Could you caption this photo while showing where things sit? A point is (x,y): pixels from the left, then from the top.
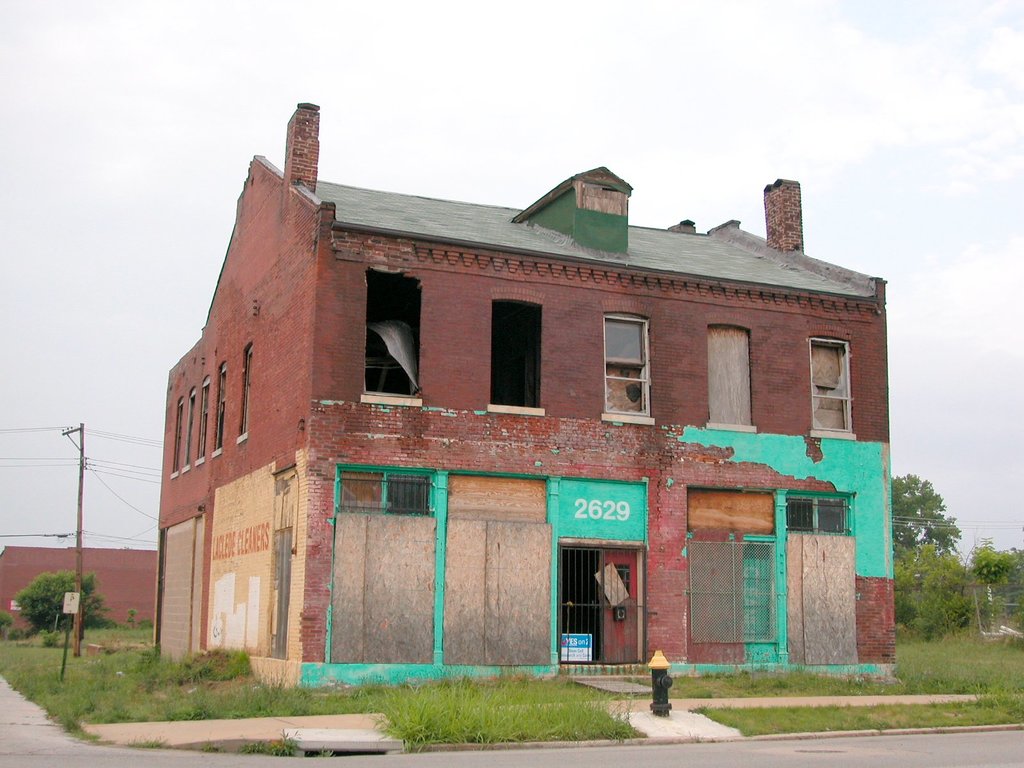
In the center of the image (676,336) there is a building (551,584). In front of the image there is a road (792,747). At the bottom of the image (173,677) there is grass (195,688) on the surface (173,677). In the background of the image (144,596) there is a wall (139,562). There is a current pole (78,524). There are trees (949,598) and sky (950,271).
